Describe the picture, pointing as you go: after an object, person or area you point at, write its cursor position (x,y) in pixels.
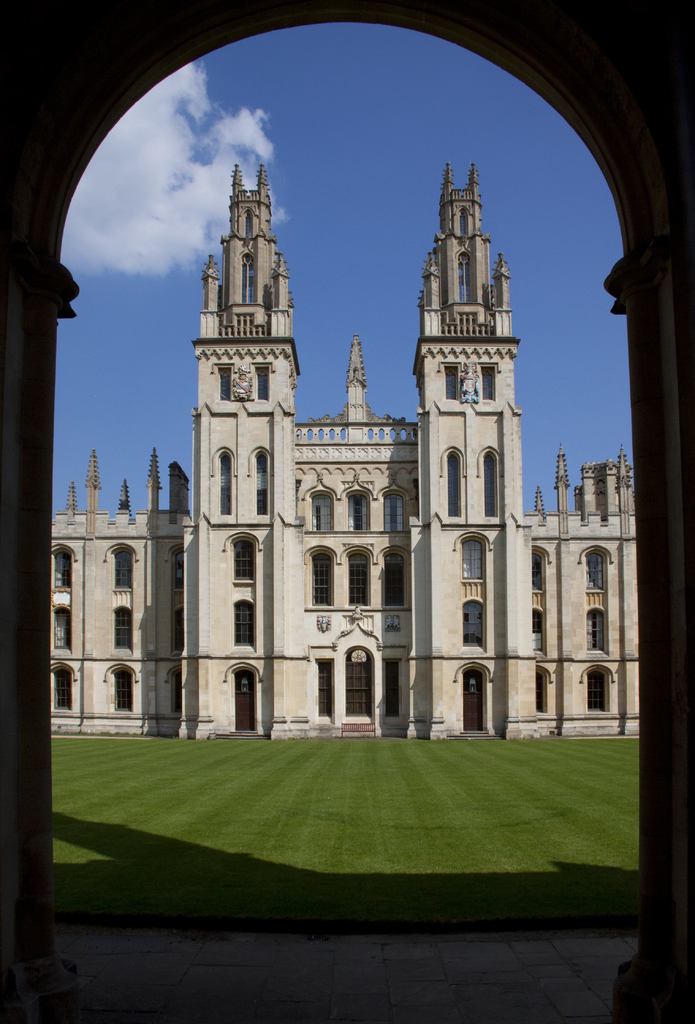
In this image, we can see an arch (363,6). Through the arch (36,454), we can see building (378,641), walls (332,632), windows (355,699), doors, stairs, pillars (377,709), grass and sky (551,326). At the bottom of the image (470,986), we can see the walkway (376,979).
